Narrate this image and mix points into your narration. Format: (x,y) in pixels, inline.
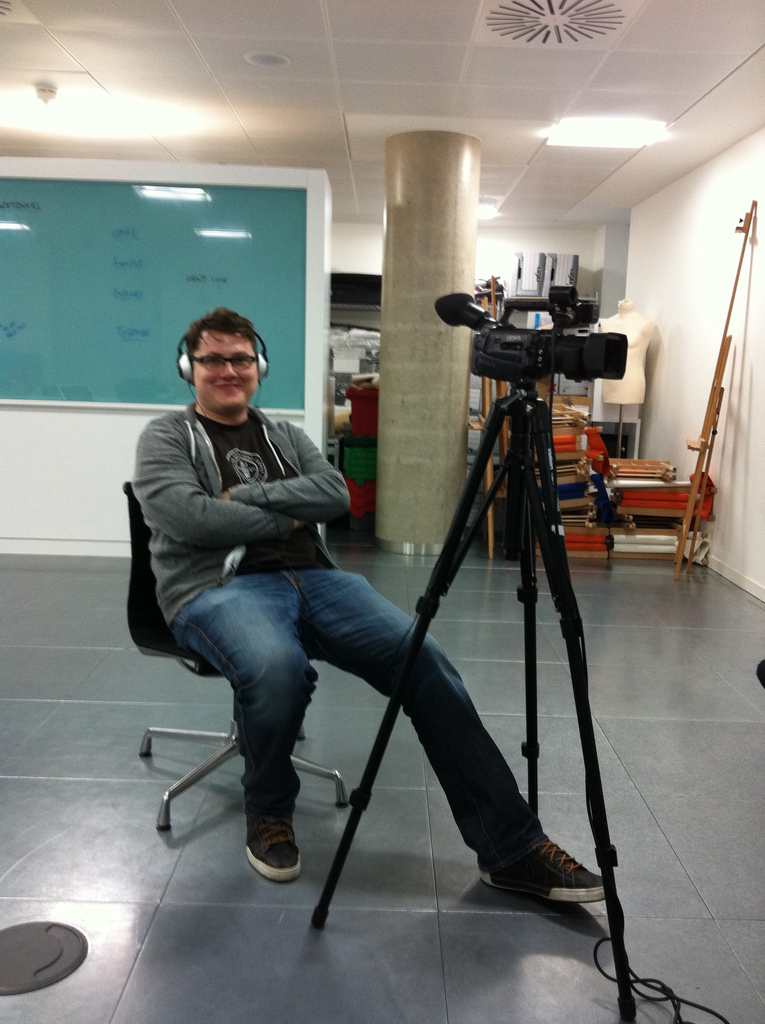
In the picture I can see a man (273,635) is sitting on a chair (198,664) and wearing headphones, spectacles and a jacket (198,566). In the background (410,401) I can see a pole (449,418), lights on the ceiling (340,144), a board (287,376) on the wall (101,553) and some other objects (652,467) on the floor (468,594).
